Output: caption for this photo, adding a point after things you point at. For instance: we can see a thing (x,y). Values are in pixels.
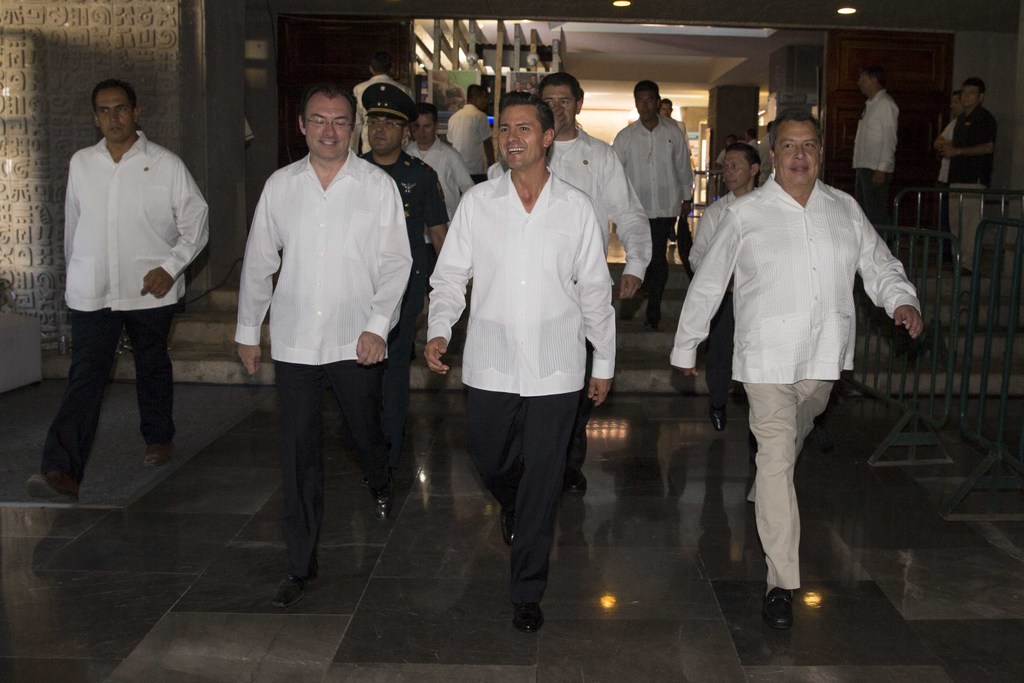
In the image there are many men (570,336) in white shirt (558,321) and shoes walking on the floor (390,600) and behind there is a building (262,11) with lights (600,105) inside it and there is a railing (954,326) on the right side (916,249).
